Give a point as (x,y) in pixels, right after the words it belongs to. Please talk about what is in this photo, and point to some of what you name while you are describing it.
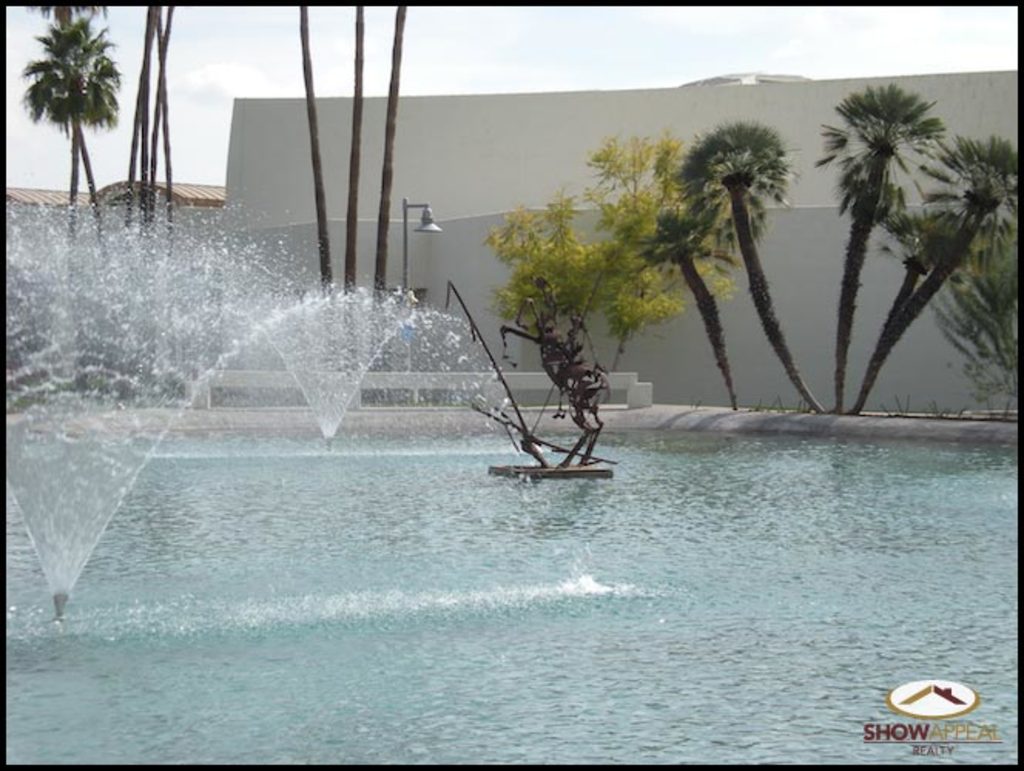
In this image I can see the statue (557,361) and fountains (298,372) on the water (511,512). In the background (653,332) there are many trees (566,234), light pole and the wall (458,162). In the background (466,33) I can see the sky (414,59).
